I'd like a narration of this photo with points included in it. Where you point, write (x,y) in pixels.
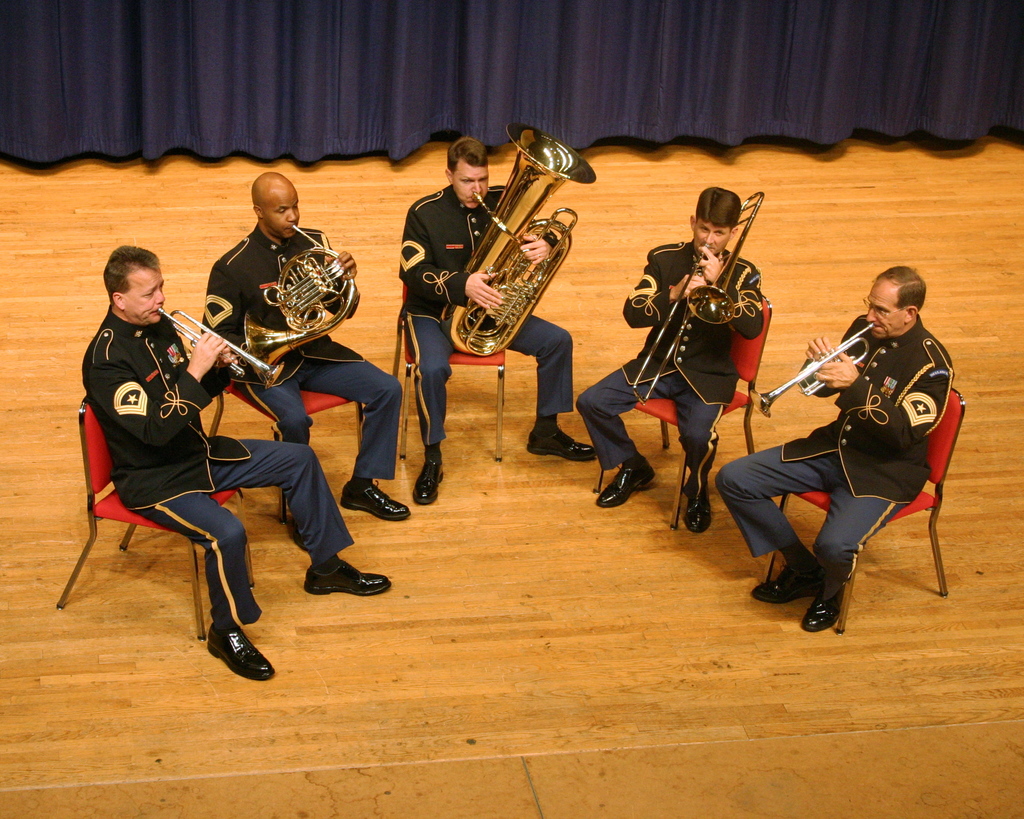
In this image we can see group of people (420,257) are sitting on chairs (910,505) and wearing same type of dress (137,365) and playing musical instruments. On the top of the image (306,131) we can see curtain (128,134).
